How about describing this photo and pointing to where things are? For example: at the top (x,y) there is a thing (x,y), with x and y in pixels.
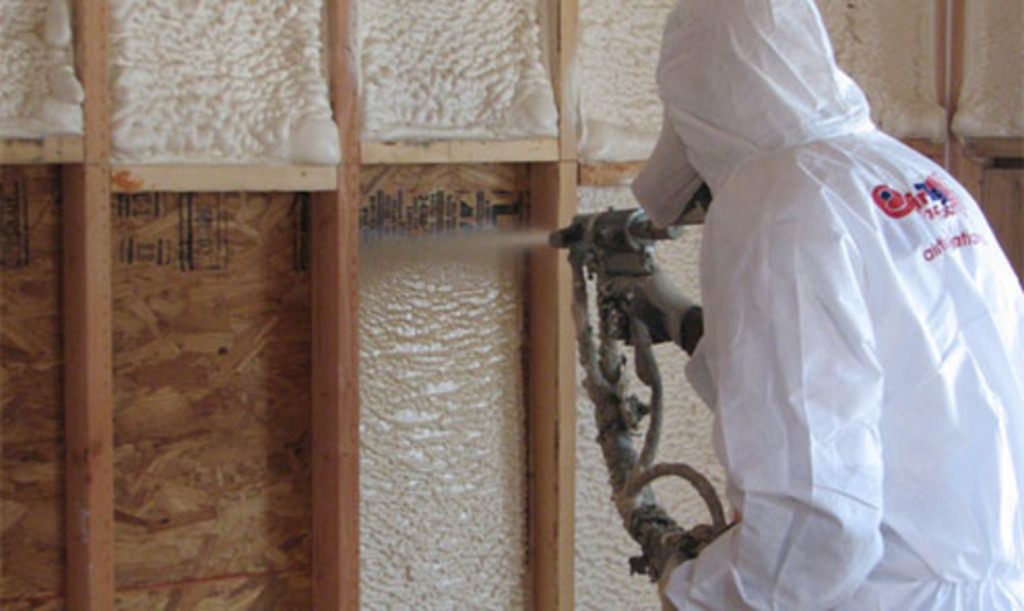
In this image I can see the person (881,249) is holding something and wearing white color dress (736,255). I can see few wooden sticks (353,276) and the background (271,429) is in white and brown color.
